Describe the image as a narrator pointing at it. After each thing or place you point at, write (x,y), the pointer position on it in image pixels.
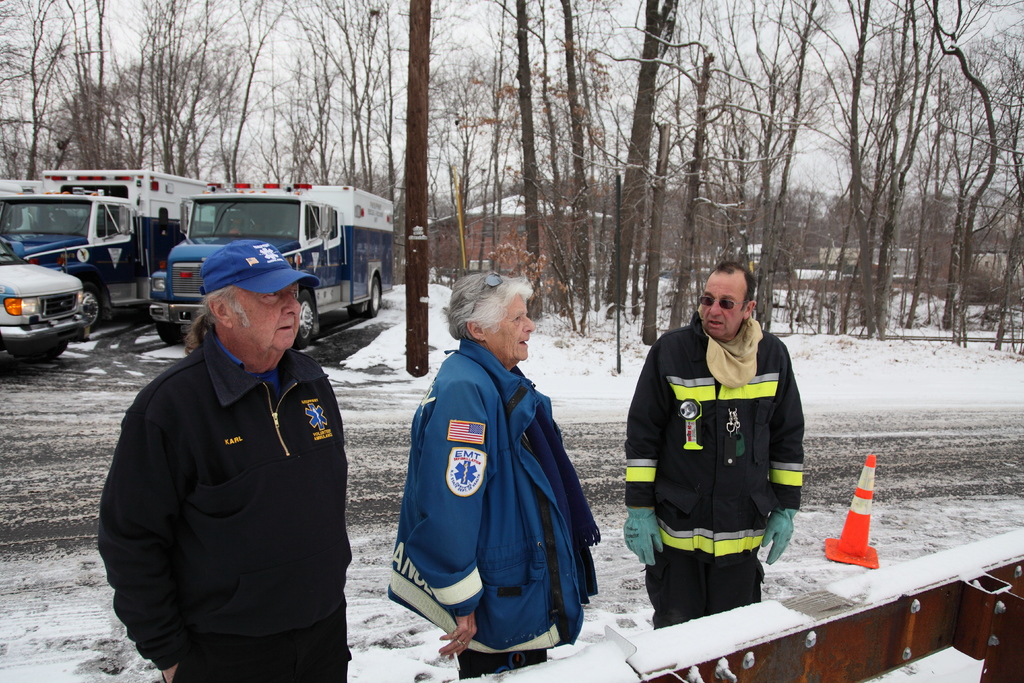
In the middle of this image (429,414), there are three persons (198,460) in different color dresses (730,405), standing. Beside them, there is an object (919,584), on which there is snow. In the background (396,210), there are trees (997,131), vehicles (8,211), a pole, buildings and there are clouds (533,21) in the sky (469,21).
